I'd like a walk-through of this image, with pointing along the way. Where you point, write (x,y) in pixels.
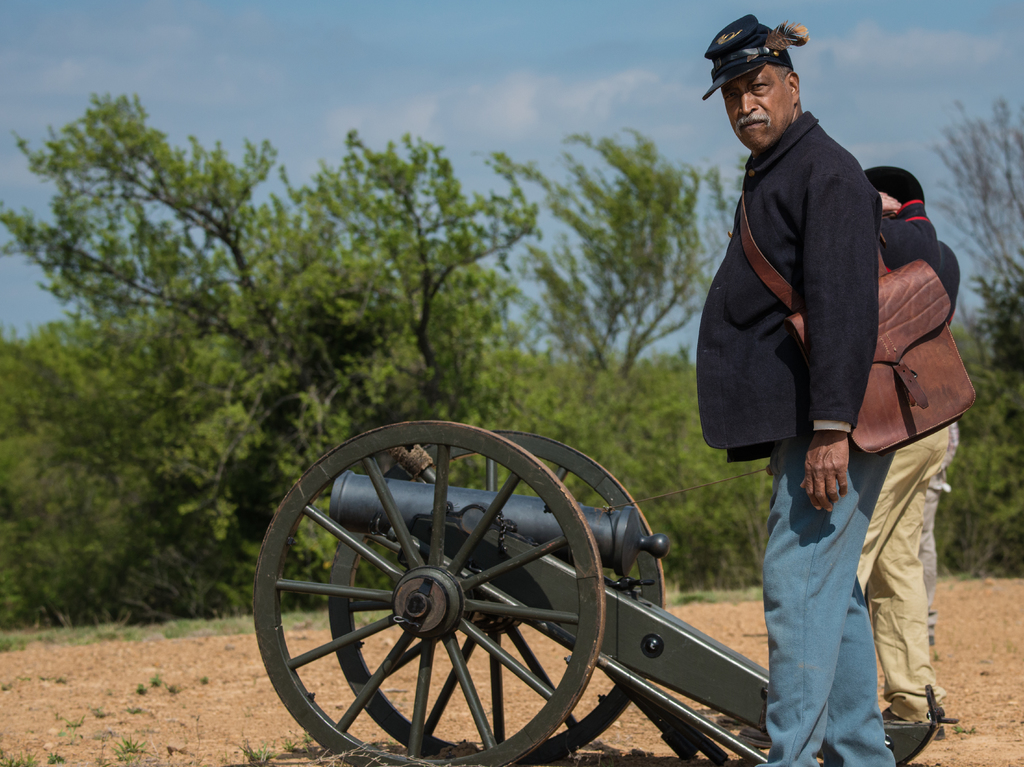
In this image I can see few people (850,485) standing in-front of the cannon (346,571). I can see one person (872,349) wearing the brown color bag (885,401). In the background (683,391) I can see many trees (532,352) and the sky (239,49).
